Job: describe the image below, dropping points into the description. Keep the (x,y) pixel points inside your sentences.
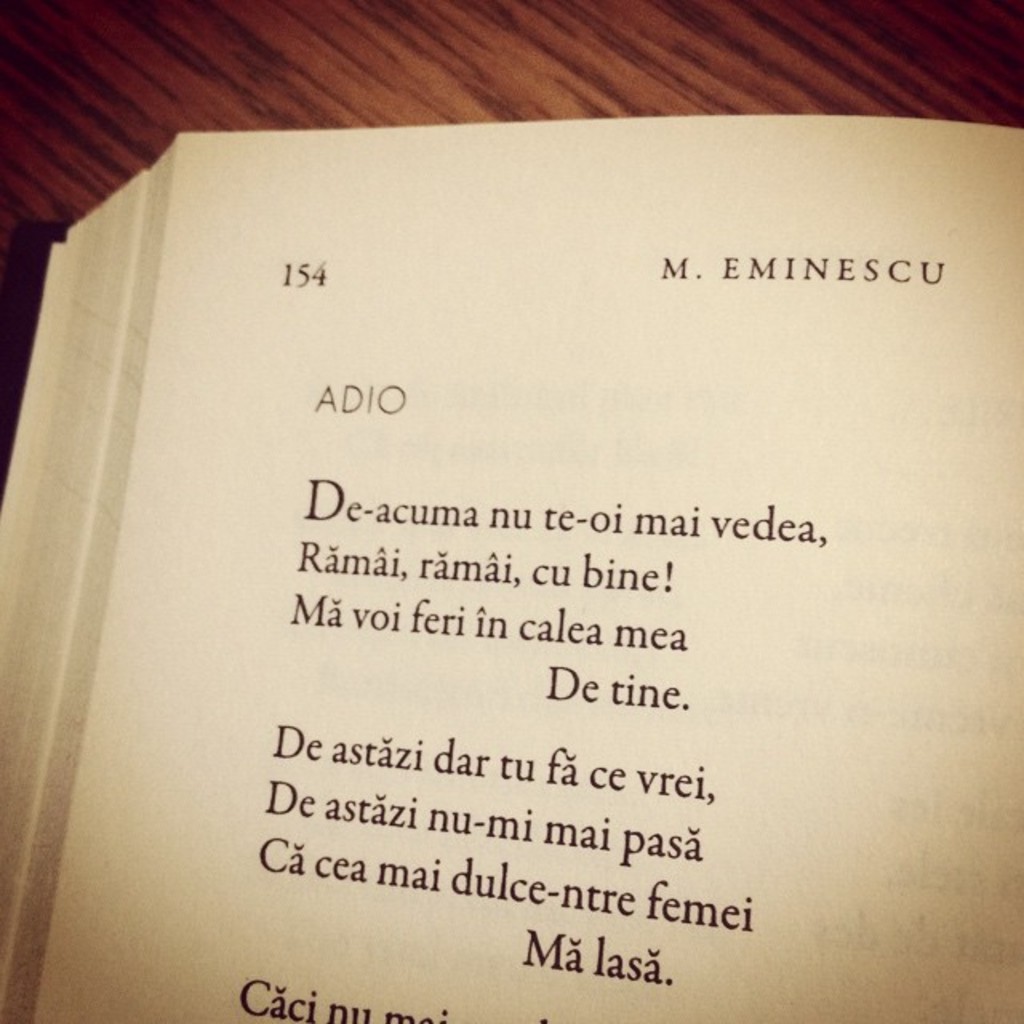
In the center of this picture (590,359) we can see a book (1012,239) and we can see the text (444,519) and numbers (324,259) on the paper (182,193) of the book (110,598). In the background (667,43) we can see an object (325,82) seems to be the table (584,82).
